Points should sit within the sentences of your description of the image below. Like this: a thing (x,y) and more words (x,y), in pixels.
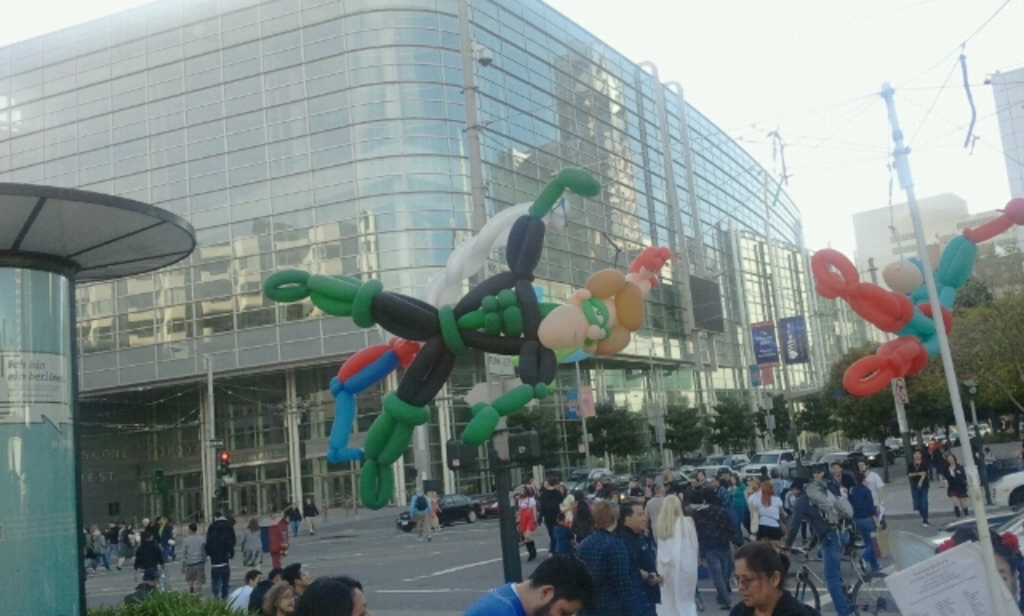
In this image there is a road (441,525) at the bottom (437,531). On the road (469,528) there are so many people (642,509) and so many cars (753,469). There are balloons (476,339) in the middle (434,359). In the background (519,171) there is a building (445,103) which is covered with the glasses (632,134). On the right side (918,239) there is a pole (896,128) to which there are wires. On the left side (53,287) there is a glass kiosk (43,511). On the right side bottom there are cycles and few cars (936,550) on the road (890,519).
